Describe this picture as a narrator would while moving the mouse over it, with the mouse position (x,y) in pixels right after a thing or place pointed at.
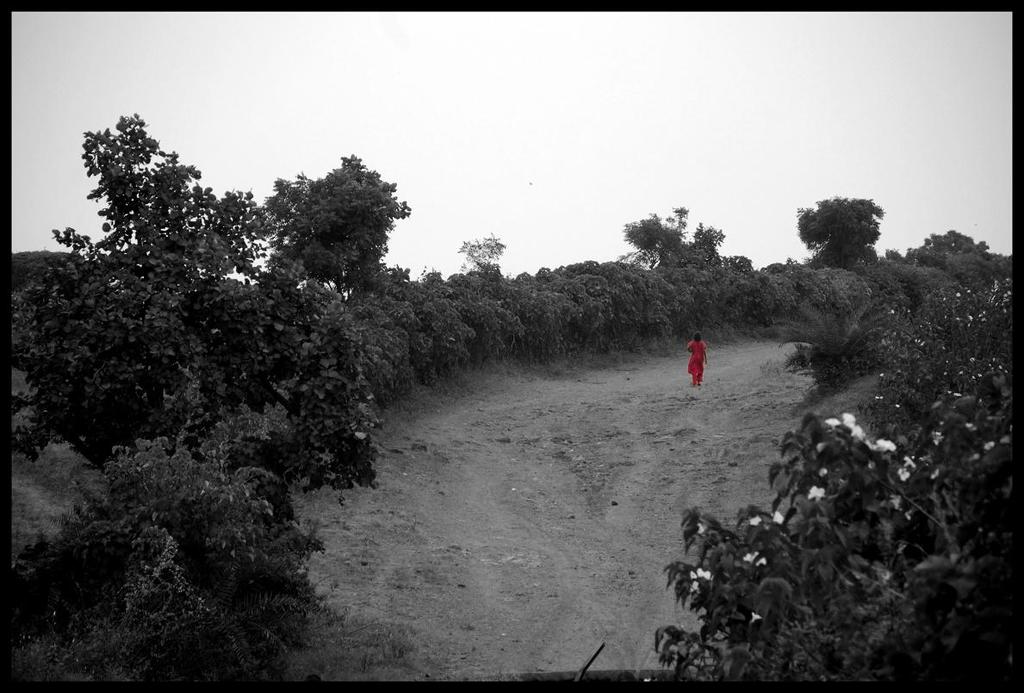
In this image I can see in the middle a person (691,357) is walking, there are trees (996,467) on either side of this image, at the top (655,120) there is the sky (651,121). On the right side (758,618) there are flowers (911,460).
